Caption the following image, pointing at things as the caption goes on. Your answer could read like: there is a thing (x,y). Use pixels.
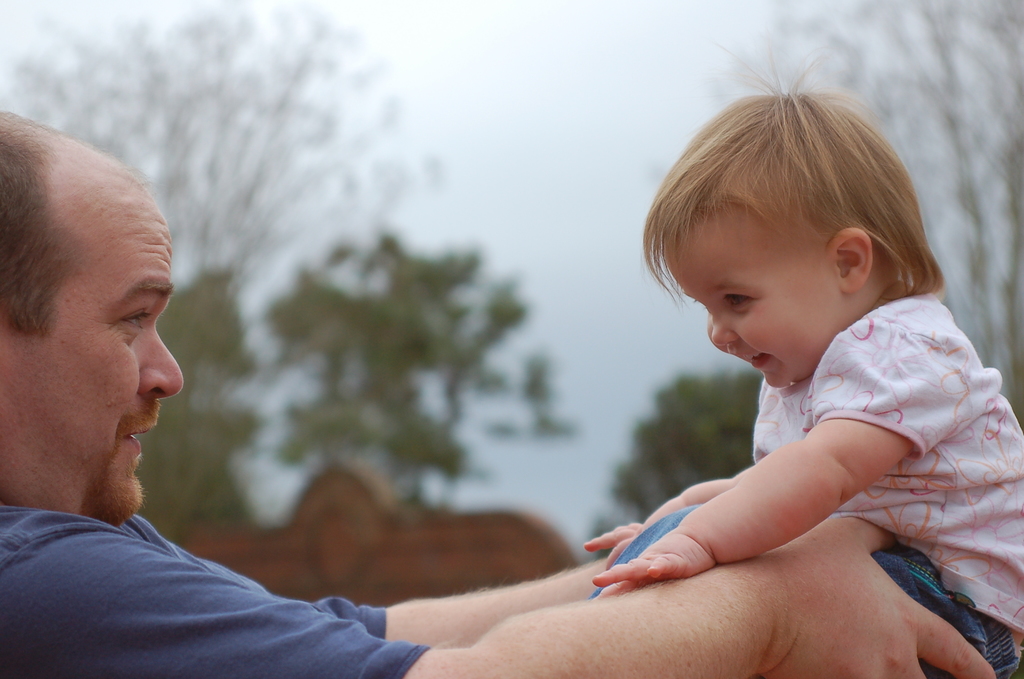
In this image we can see a person (178,589) wearing blue t-shirt (200,613) and a child (738,500) here are smiling. The background of the image (378,11) is slightly blurred, where we can see trees (212,359) and the sky (601,218).
